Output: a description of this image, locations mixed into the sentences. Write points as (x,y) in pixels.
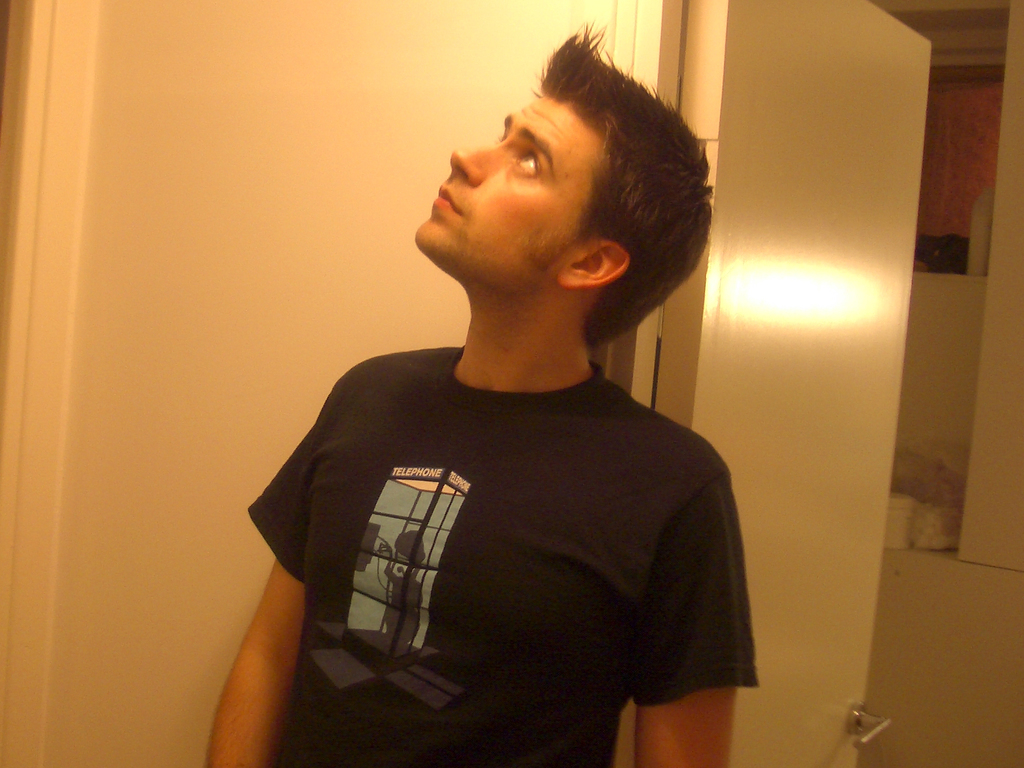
In this image there is a person (431,383), behind the person (601,573) there is a door (839,515) opened.
